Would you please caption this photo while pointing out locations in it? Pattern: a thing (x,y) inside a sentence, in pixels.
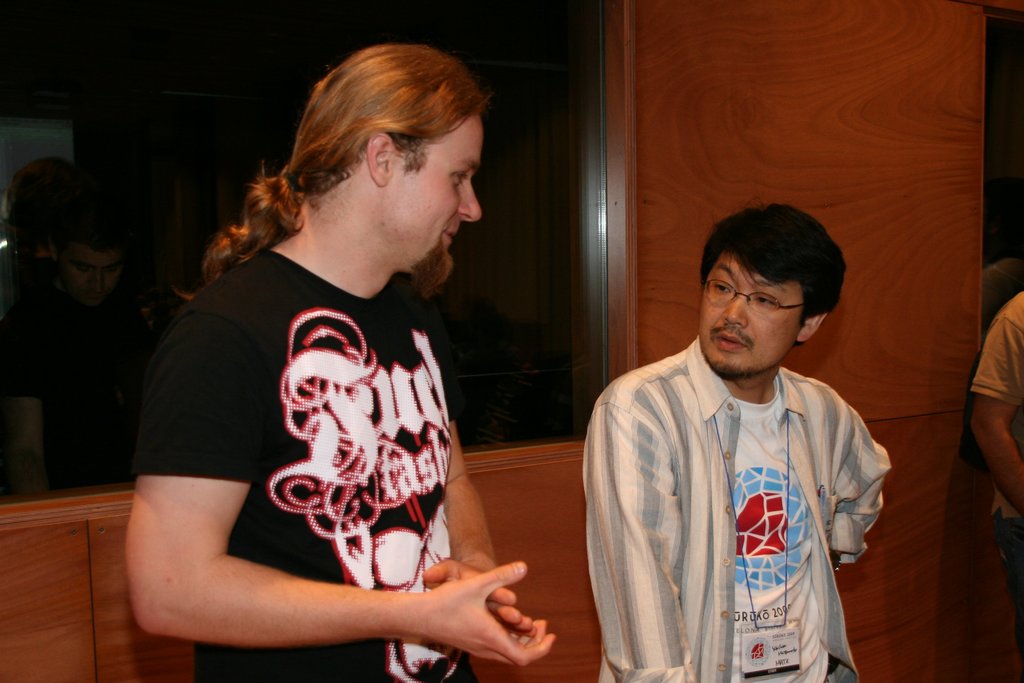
In this image we can see a group of people (68,302) standing. One person (692,467) is wearing id card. In the background (528,217), we can see the window (541,215) and the wall (815,157).
